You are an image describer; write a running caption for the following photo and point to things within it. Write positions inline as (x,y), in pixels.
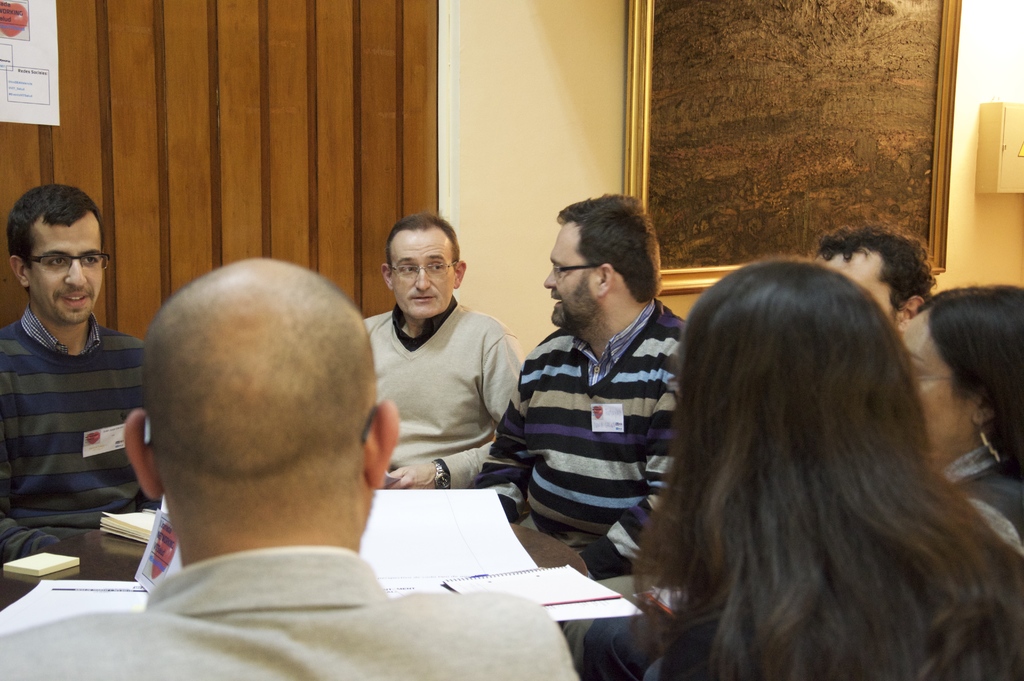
In this image there are people (485,368) sitting on chairs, in the middle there is a table (95,573), on that table (102,569) there are books (432,536), in the background (368,23) there is a wall (536,46) for that wall (503,139) there is a painting (680,122), on the top left (40,77) there is a poster (35,65).
